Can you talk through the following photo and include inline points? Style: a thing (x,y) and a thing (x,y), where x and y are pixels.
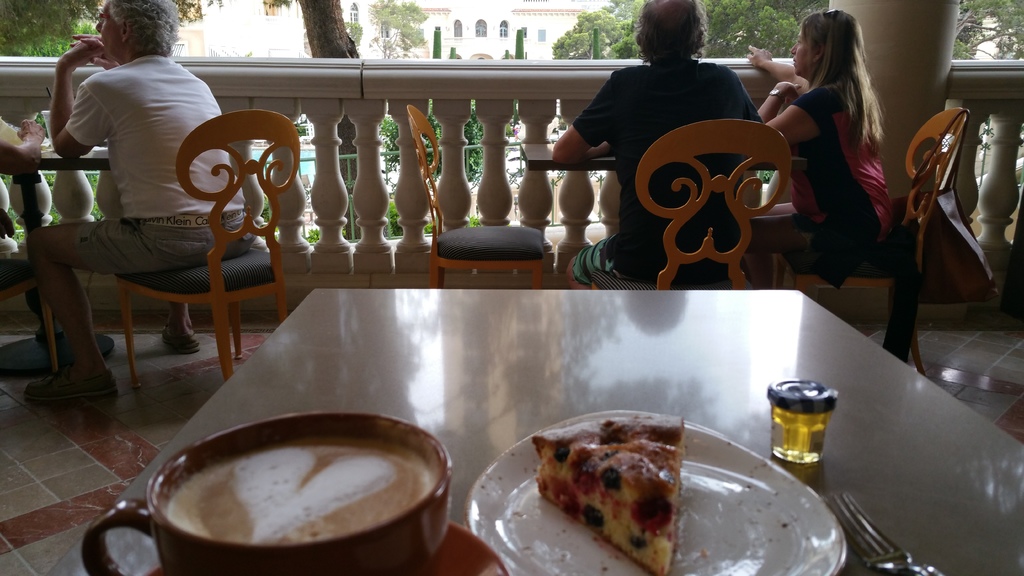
This picture is old man (158,200) sitting on a chair (217,247) table (49,163) in front of him and also this table (612,300) which has a coffee cup (411,462) food (578,513) in a plate (745,520) and fork (864,527) beside the plate (798,544).
